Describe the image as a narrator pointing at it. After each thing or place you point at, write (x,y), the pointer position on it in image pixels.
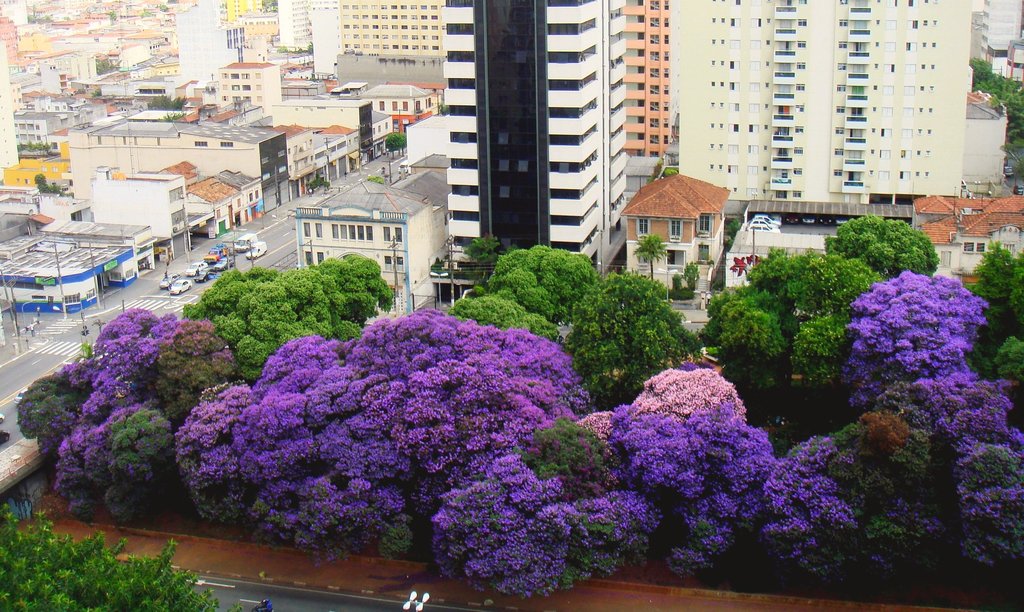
At the bottom of the image (348,431) there are many trees (674,405). Few are in green color and some other are in violet color. Behind them there are many buildings (677,176) with walls (698,53), windows (656,59), glasses (526,63) and roofs (656,198). On the left side of the image (70,324) there is a road (9,394) with few cars (212,253) and poles (13,304). And also there are buildings (92,291).
